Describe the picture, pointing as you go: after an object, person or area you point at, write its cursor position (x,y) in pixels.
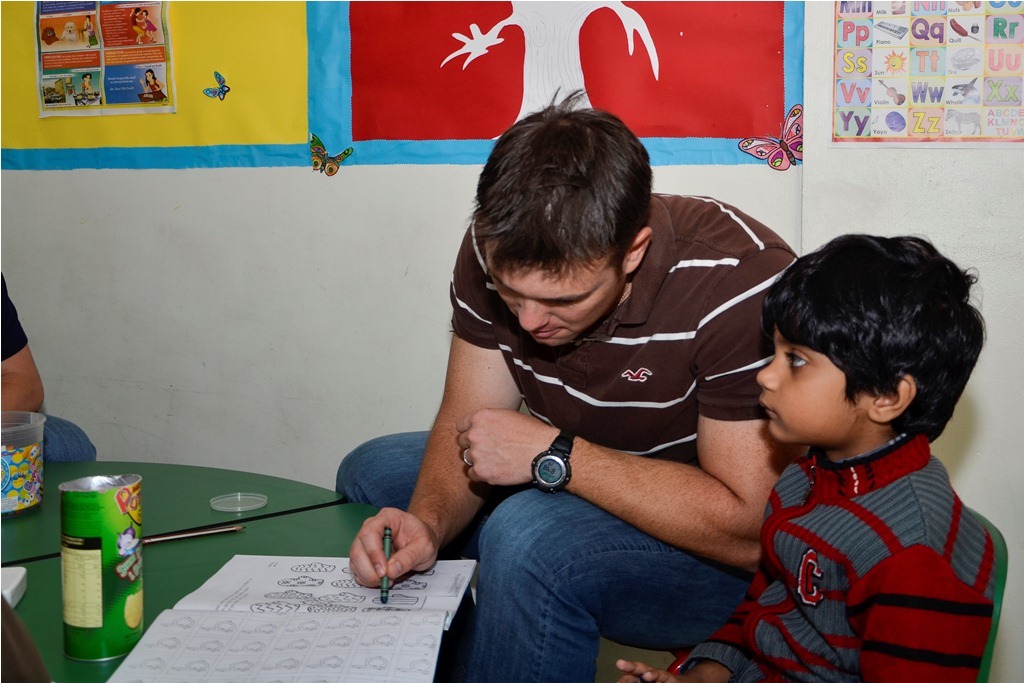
This picture describes about few people (649,534), in front of them we can see couple of bottles (97,586) and a book (261,604) on the table (254,512), and the man (581,234) is writing something on the book (340,572), in the background (307,141) we can see couple of wall paintings (639,61) on the wall (823,134).
